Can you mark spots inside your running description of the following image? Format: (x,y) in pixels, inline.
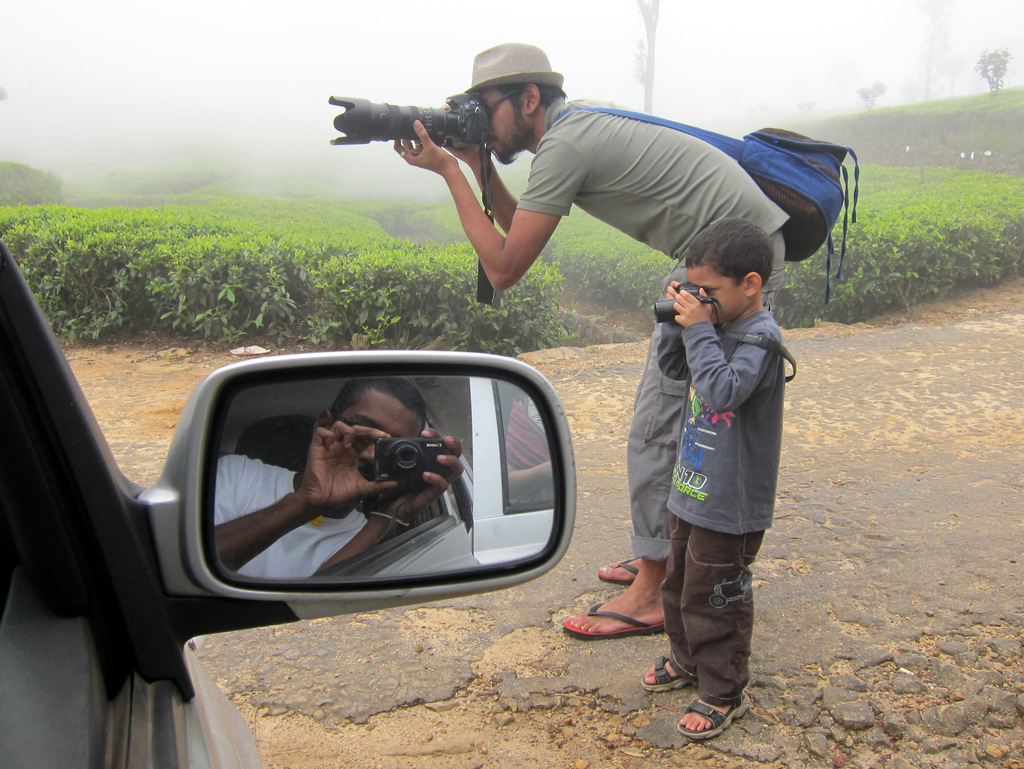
In this picture we can see three persons (708,377). They are holding a camera (439,126) with their hands (438,146). This is road (900,390) and these are the plants (526,315). And there is a mirror (545,443). On the background (447,51) we can see a sky (732,45).
